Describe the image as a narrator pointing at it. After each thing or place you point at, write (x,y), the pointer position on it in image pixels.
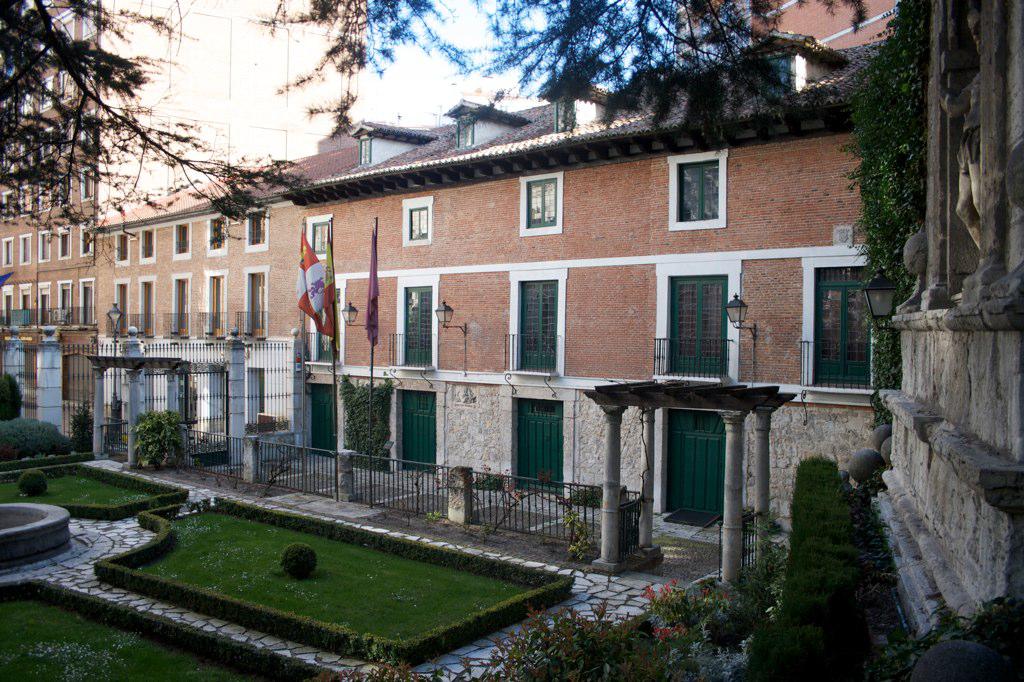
In the picture I can see few buildings (199,276) and there are few flags (315,301), fence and a greenery ground (145,639) in front of it and there are few plants (863,573) and a fence wall (924,478) in the right corner (988,499).
